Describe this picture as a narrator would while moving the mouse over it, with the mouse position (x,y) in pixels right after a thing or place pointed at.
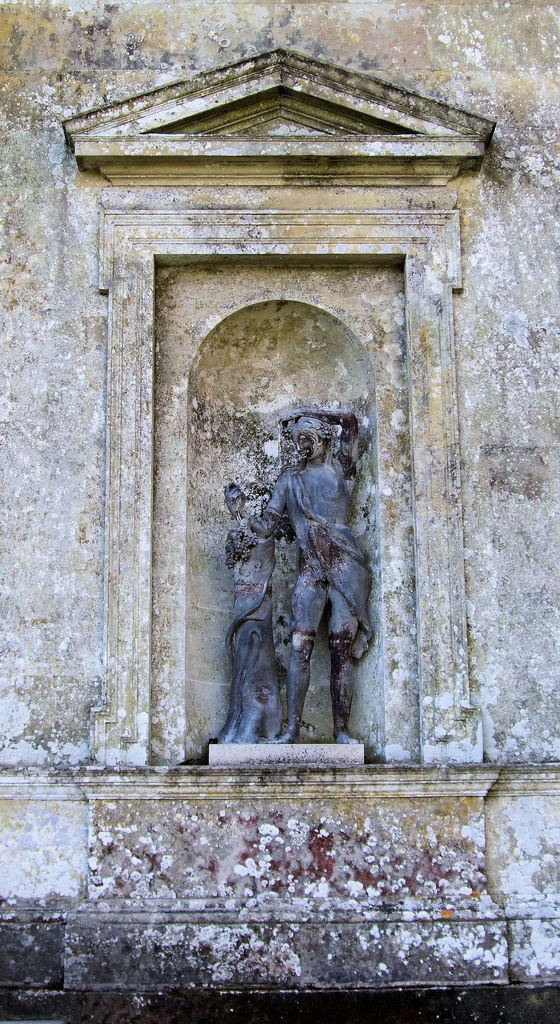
In the picture I can see a sculpture (320,466) of a person (330,476) standing and placed his hand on an object (237,594) and there is a designed wall (339,267) around it.
